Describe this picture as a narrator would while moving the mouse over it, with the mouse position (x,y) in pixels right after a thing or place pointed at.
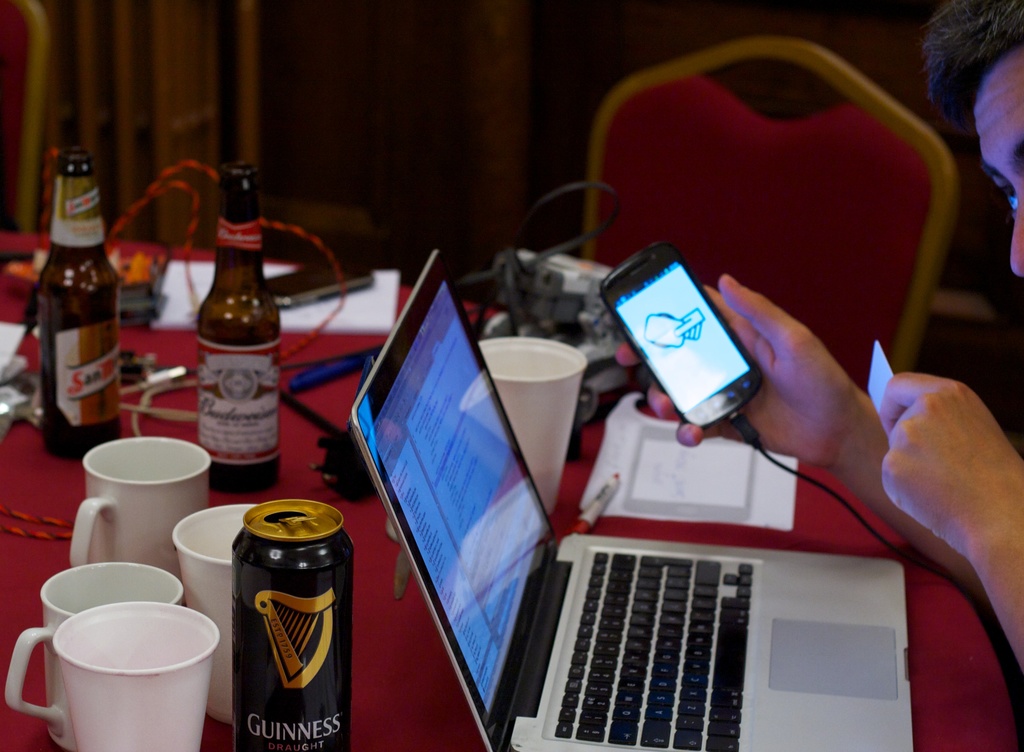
in this image there is one person (922,416) is at right side of this image (826,370) is holding a mobile (723,356). There is one laptop (610,642) at bottom of this image (637,668) which is in white color. There are some white color tea cups (162,638) at left side of this image (118,582) and there are some bottles (254,382) are at left side of this image (200,332). there is one table (127,340) at bottom of this image (358,676). All these bottles (105,270) and cups (547,412) are kept on it, and there is a curtain (158,93) in the background (343,144) and there is one chair (783,223) at right side of this image (747,231).
